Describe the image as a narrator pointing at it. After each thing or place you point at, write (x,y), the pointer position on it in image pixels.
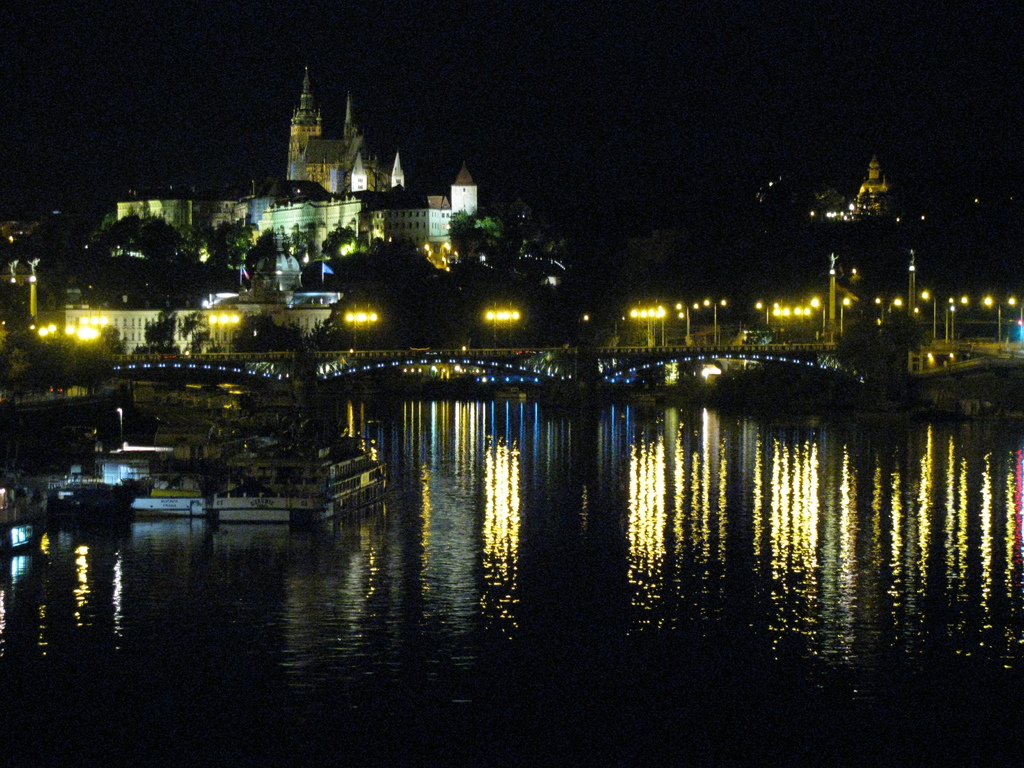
In this image, we can see a lake (505,487). There are street poles (518,313) on the bridge (583,354). There are some trees (409,251) and buildings (358,182) in the middle of the image (572,267). There is a sky (547,37) at the top of the image (584,104).
